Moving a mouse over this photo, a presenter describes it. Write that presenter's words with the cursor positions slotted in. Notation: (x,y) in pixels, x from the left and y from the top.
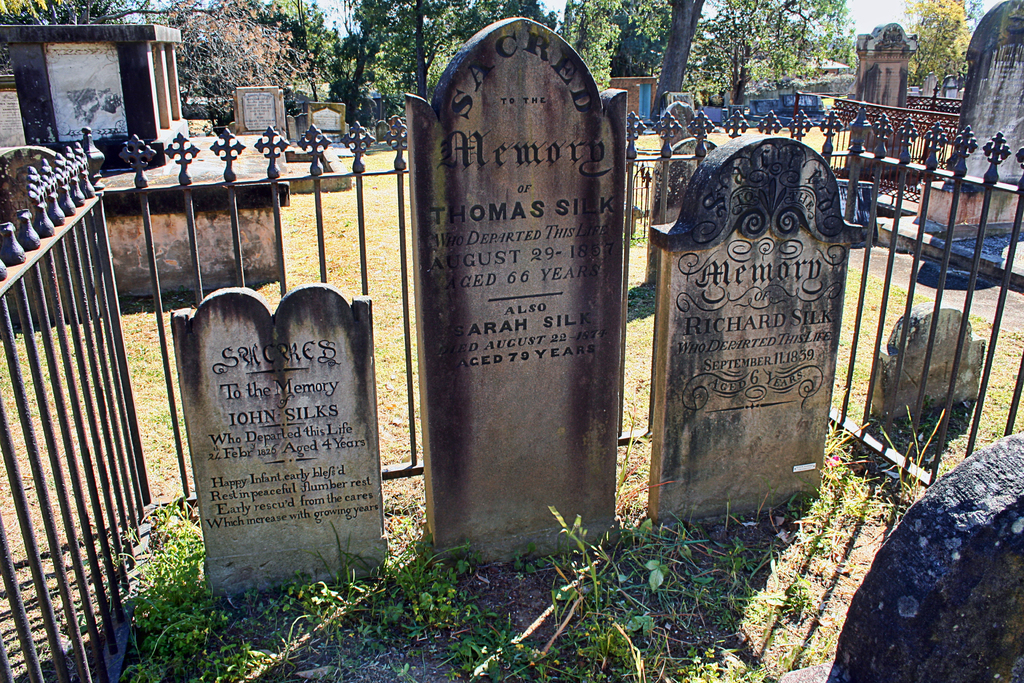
In this picture I can see headstones (499,296), iron grilles (922,118), and in the background (548,2) there are trees (172,2).
